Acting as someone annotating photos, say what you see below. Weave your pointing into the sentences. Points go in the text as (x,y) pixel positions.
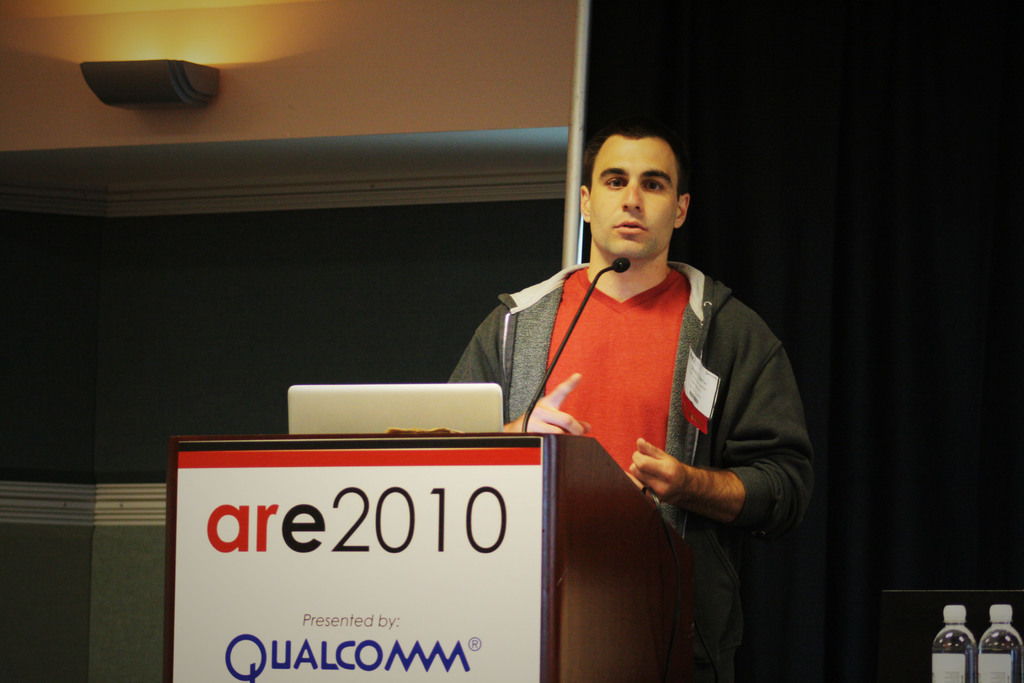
In this picture there is a man (718,404) standing. There is a mic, podium (566,454) and laptop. To the right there are two bottles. There is a light (155,85) on the top (153,80).
